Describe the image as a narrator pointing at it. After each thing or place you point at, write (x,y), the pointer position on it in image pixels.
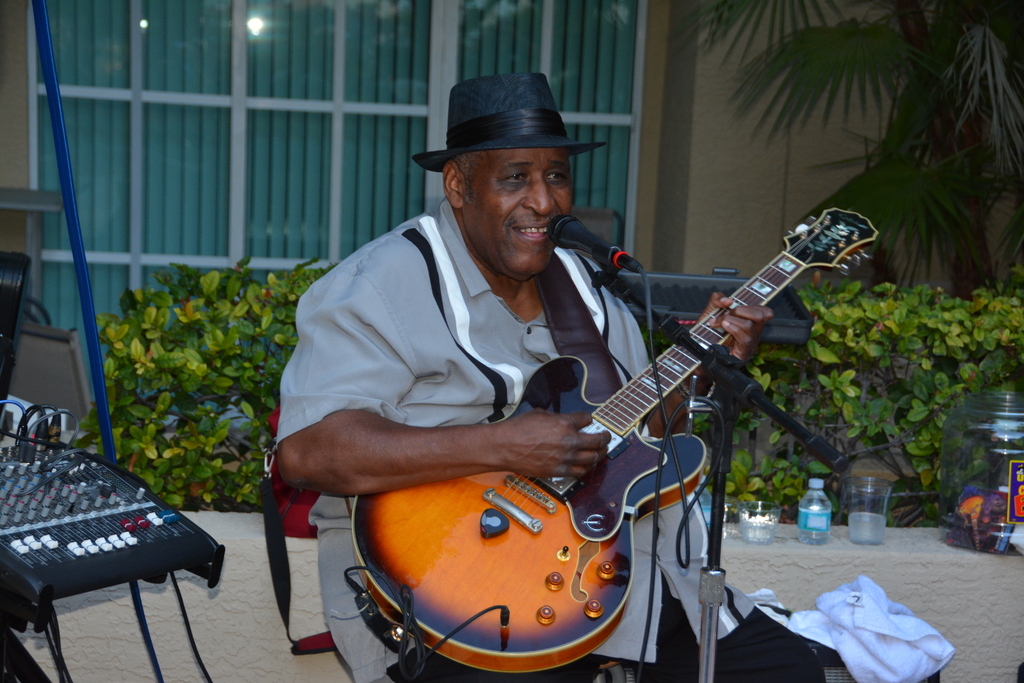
On the background (678,112) we can see a wall (744,125), tree (782,114), window (601,73) with curtains (120,57). these are plants (862,333). Here we can see one man (605,647) sitting in front of a mike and playing a guitar (559,368) and singing. He wore black colour hat (535,121). This is a electronic device (64,494). we can see a bottle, glass (879,539) and a container (968,432) here.
